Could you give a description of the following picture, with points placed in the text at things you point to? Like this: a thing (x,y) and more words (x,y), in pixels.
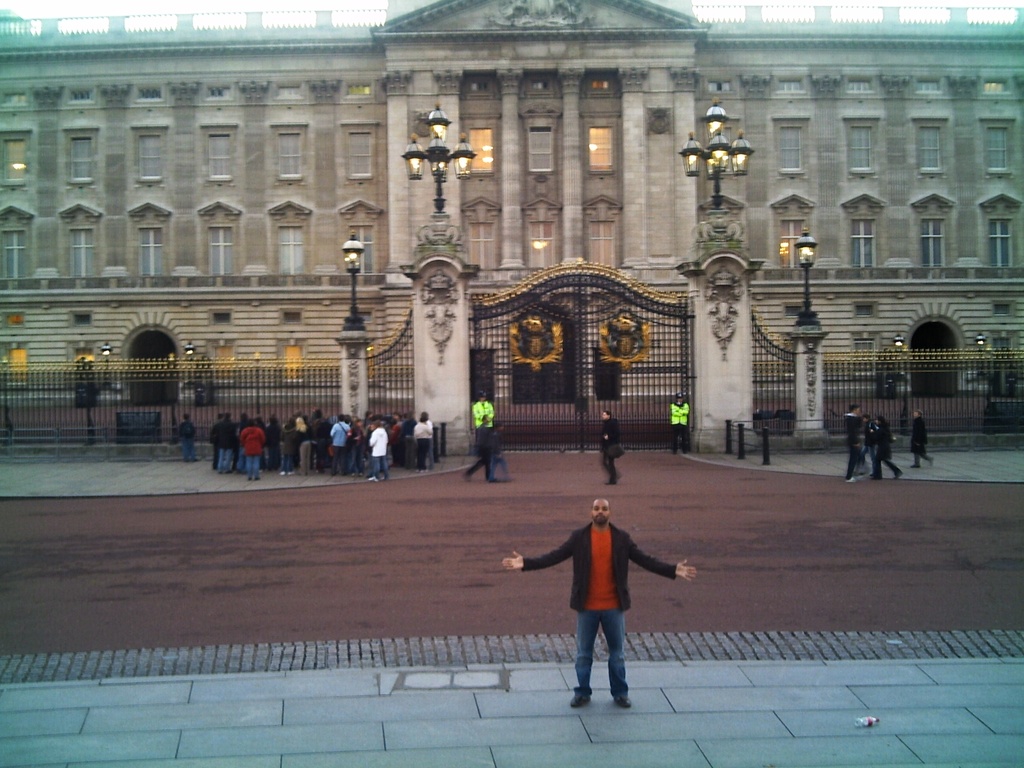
In the image there is a huge building (644,179), in front of the building (867,185) many people (619,439) were standing and in the front (536,636) a person (612,547) is standing on a pavement (923,719) by stretching his arms (544,561).
